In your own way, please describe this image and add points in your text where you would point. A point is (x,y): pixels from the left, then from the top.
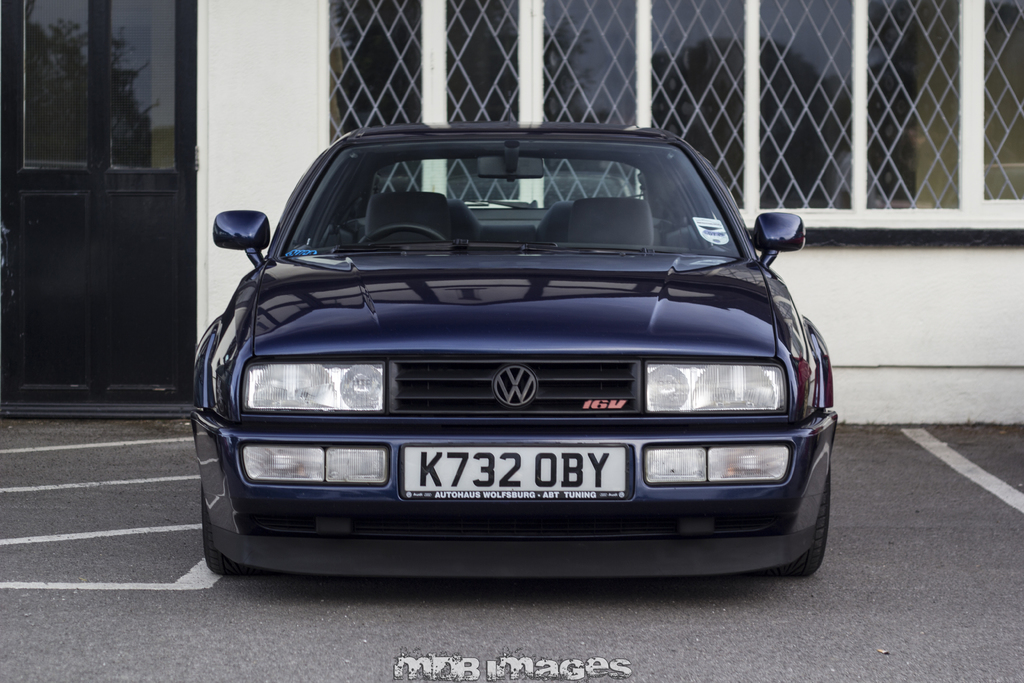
As we can see in the image there is white color wall (289,108), windows (762,90), doors (104,139) and blue color car (503,368).
